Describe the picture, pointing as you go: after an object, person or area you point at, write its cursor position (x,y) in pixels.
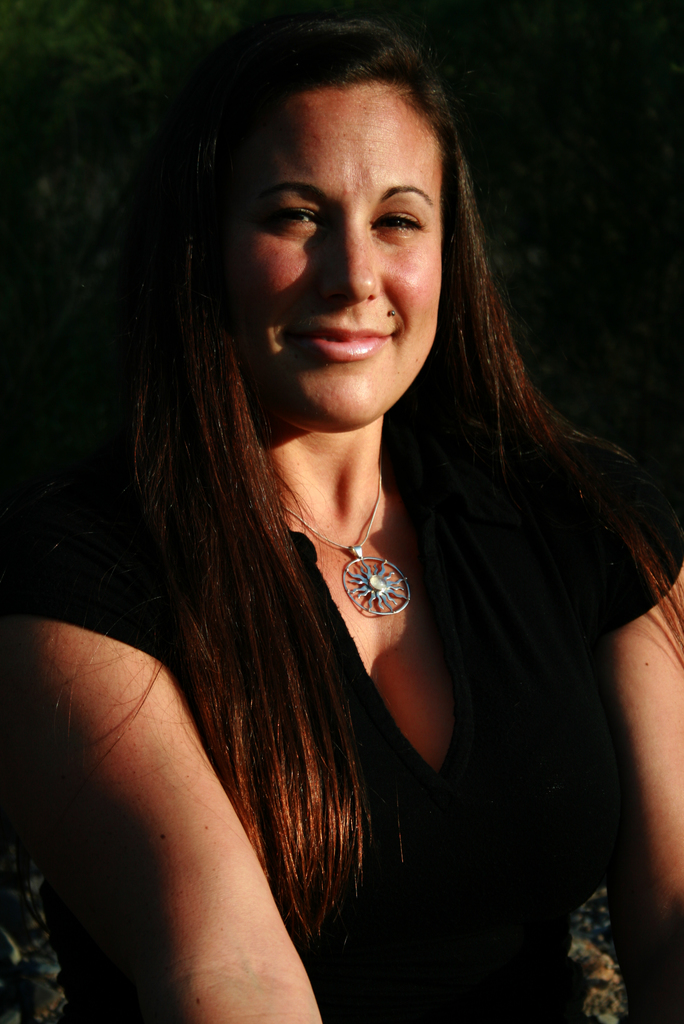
In the image, there is a woman (316,642) she is wearing a black dress (378,1004) and she is smiling. There is a round locket chain (347,548) in her neck (377,490) and the background of the woman (172,166) is black.
